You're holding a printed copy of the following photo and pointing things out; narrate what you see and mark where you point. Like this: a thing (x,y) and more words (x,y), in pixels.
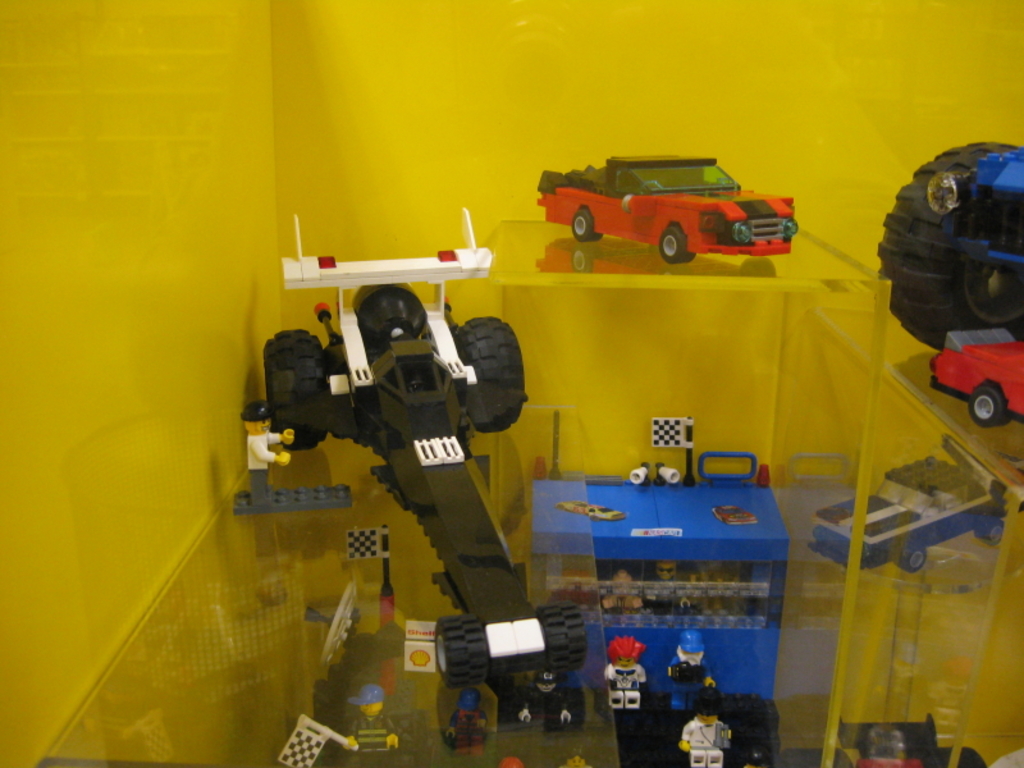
In this picture I can see toys of cars (463,577) and other objects (658,504). These objects (557,454) are on a glass table (801,510). In the background (493,65) I can see a yellow color wall (483,65).
